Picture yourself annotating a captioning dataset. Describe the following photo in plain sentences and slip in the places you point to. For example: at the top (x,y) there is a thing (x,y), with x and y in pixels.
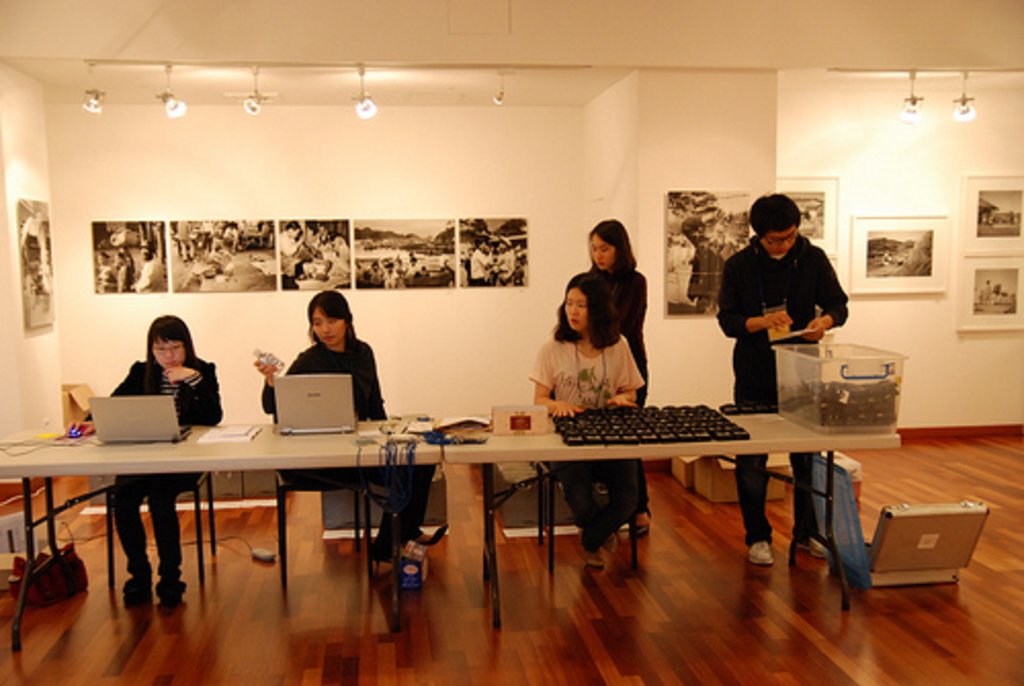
Here we can see three persons (166,572) are sitting on the chairs (200,544). This is table (451,456). On the table (543,451) there are laptops (279,421), books (473,432), and a box (846,394). Here we can see two persons (792,237) are standing on the floor (714,601). On the background (390,216) there is a wall (735,170) and these are the frames (473,222). And there are lights (963,103).
